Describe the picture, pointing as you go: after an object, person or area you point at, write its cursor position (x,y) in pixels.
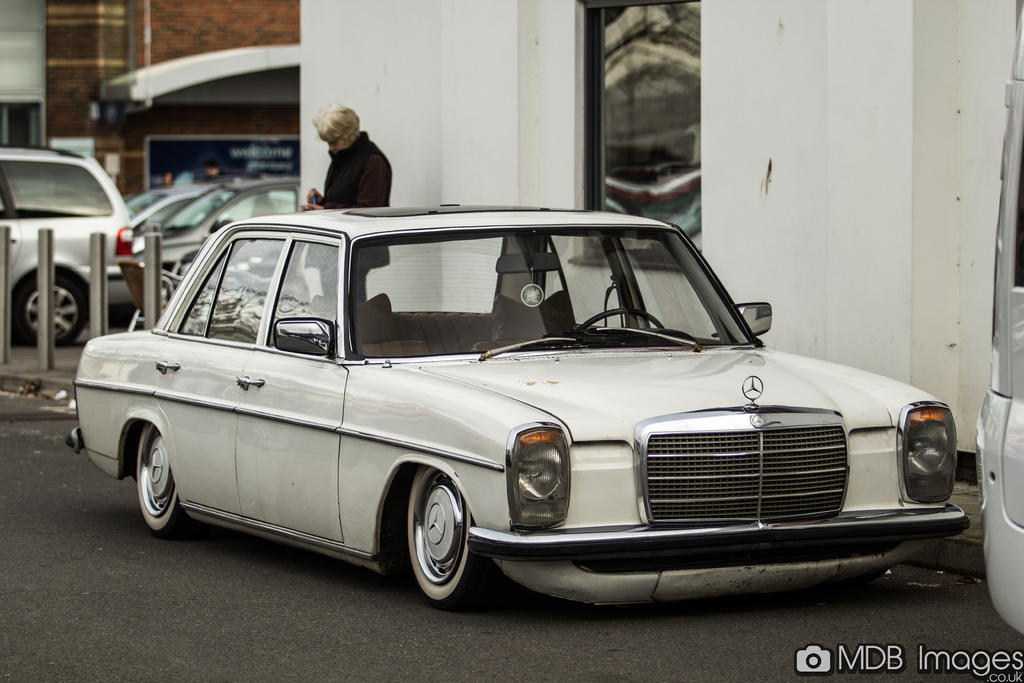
In this image we can see motor vehicles (65,298) parked in the slot (223,213), motor vehicles (359,501) on the road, barrier poles (155,292), advertisement (168,168), buildings (341,73) and a person (339,118) standing on the footpath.
